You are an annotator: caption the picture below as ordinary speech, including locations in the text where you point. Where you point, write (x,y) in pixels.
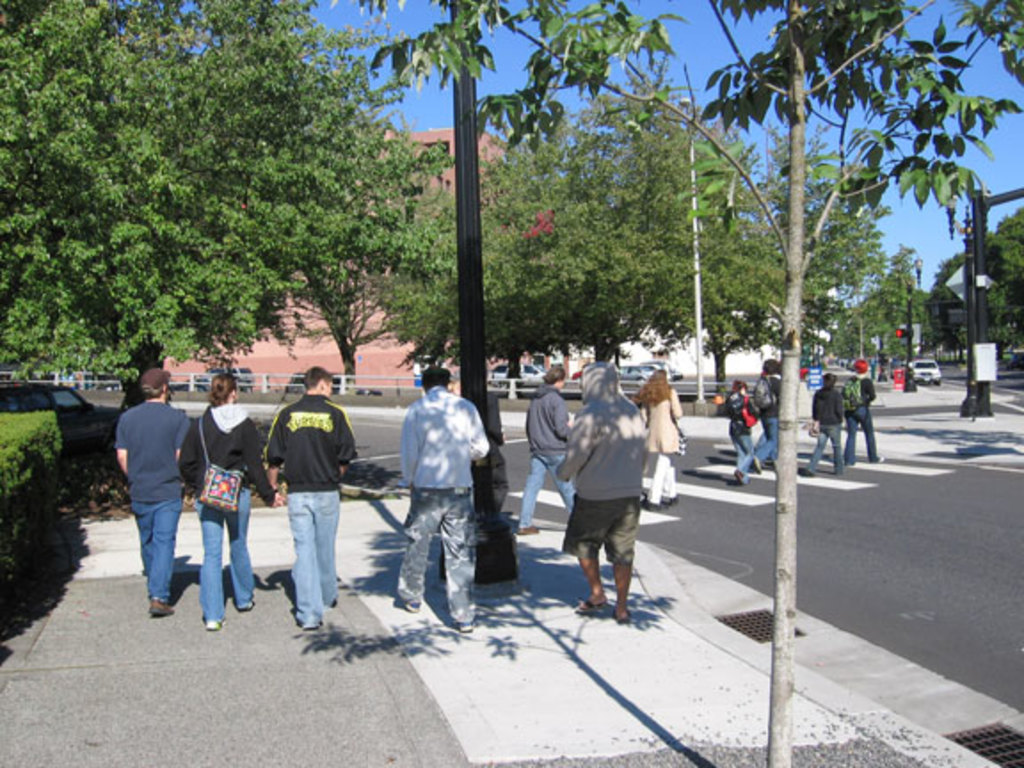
In this image we can see a few people (529,517), there are vehicles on the road (701,464), there are light poles (979,302), traffic lights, there are plants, trees (413,254), there is a building (452,155) and railings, also we can see the sky (692,42).
